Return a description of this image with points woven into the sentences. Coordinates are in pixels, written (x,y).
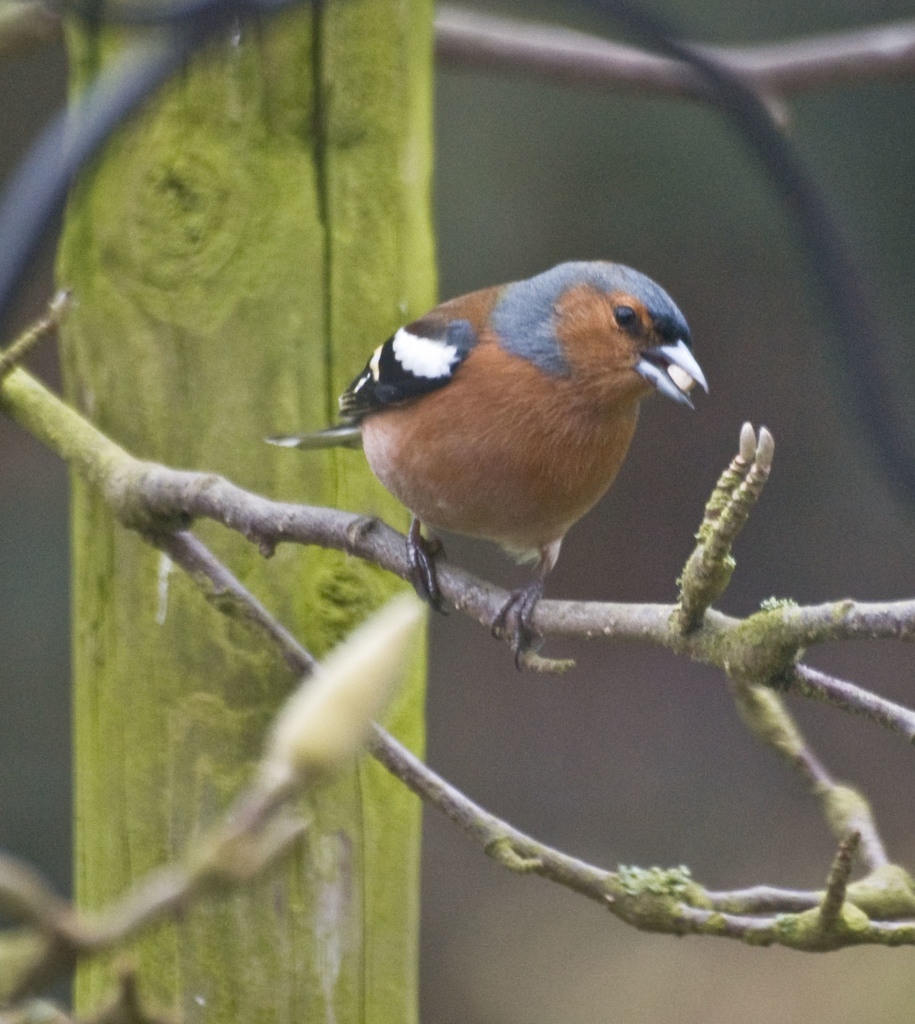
This image consists of a bird (487,402) in brown color. It is sitting on a stem (294,525). In the background (311,573), there is a stick (345,858).
